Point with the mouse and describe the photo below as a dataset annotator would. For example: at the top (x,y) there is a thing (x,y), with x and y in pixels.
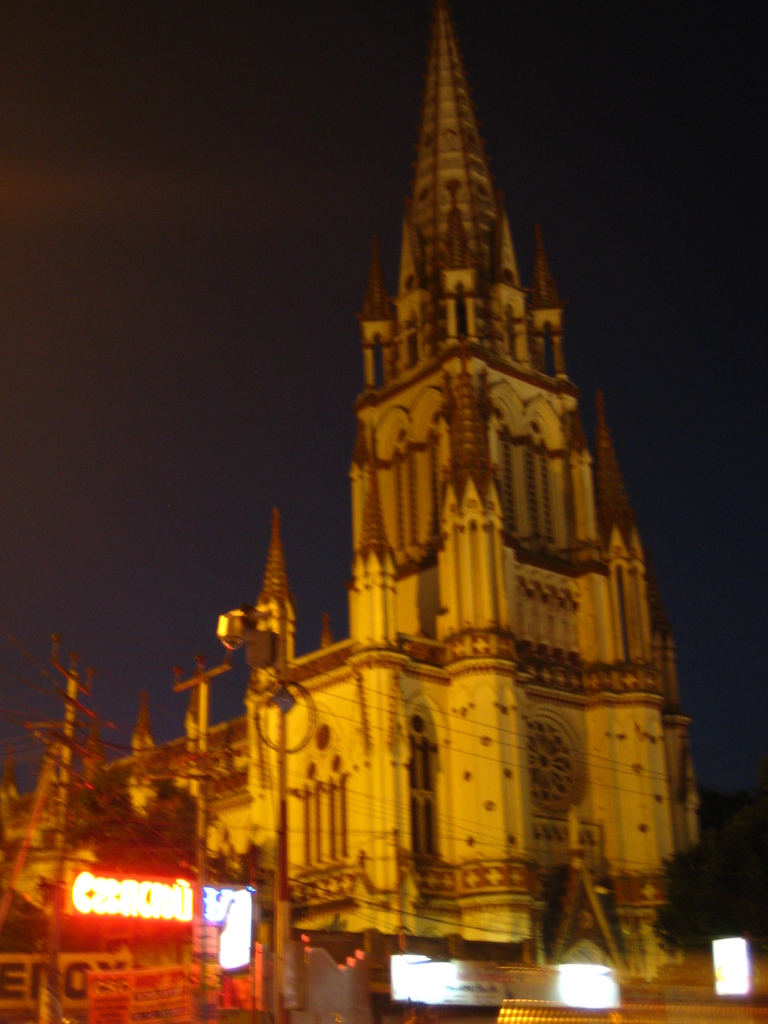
In this image we can see a building (599,625) with poles (207,962) and a sign board (225,950). To the right side of the image (693,931), we can see a tree (711,921) and in the background (170,289), we can see the sky (200,343).
